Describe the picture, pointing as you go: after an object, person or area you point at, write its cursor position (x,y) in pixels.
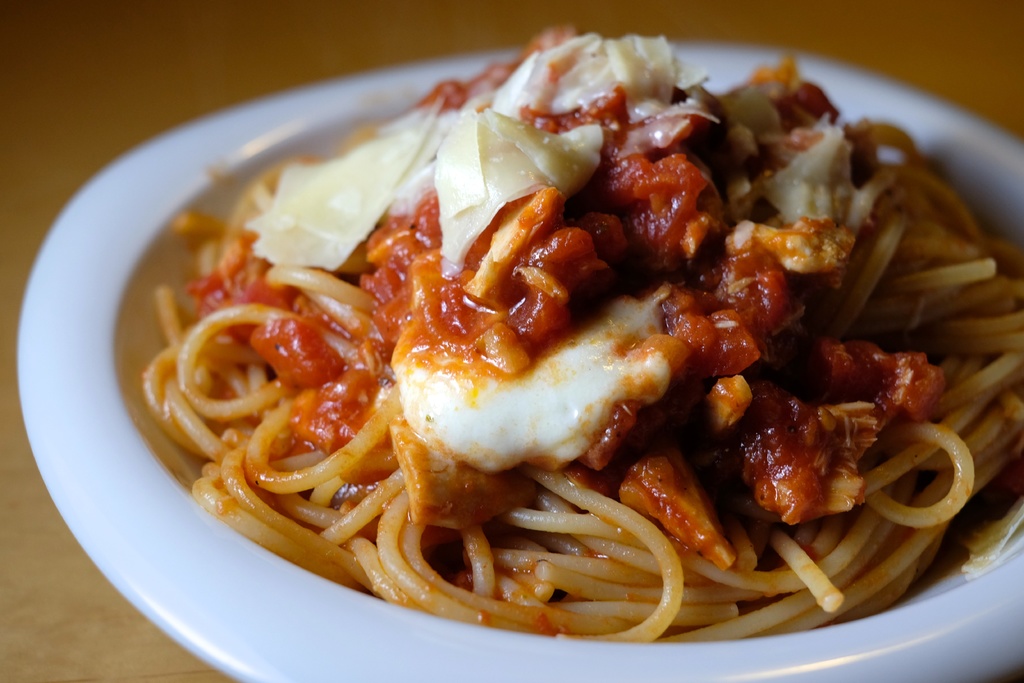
In this picture we can see some food items (410,216) on a white plate (968,639) and the plate (69,466) is on an object (46,609).
